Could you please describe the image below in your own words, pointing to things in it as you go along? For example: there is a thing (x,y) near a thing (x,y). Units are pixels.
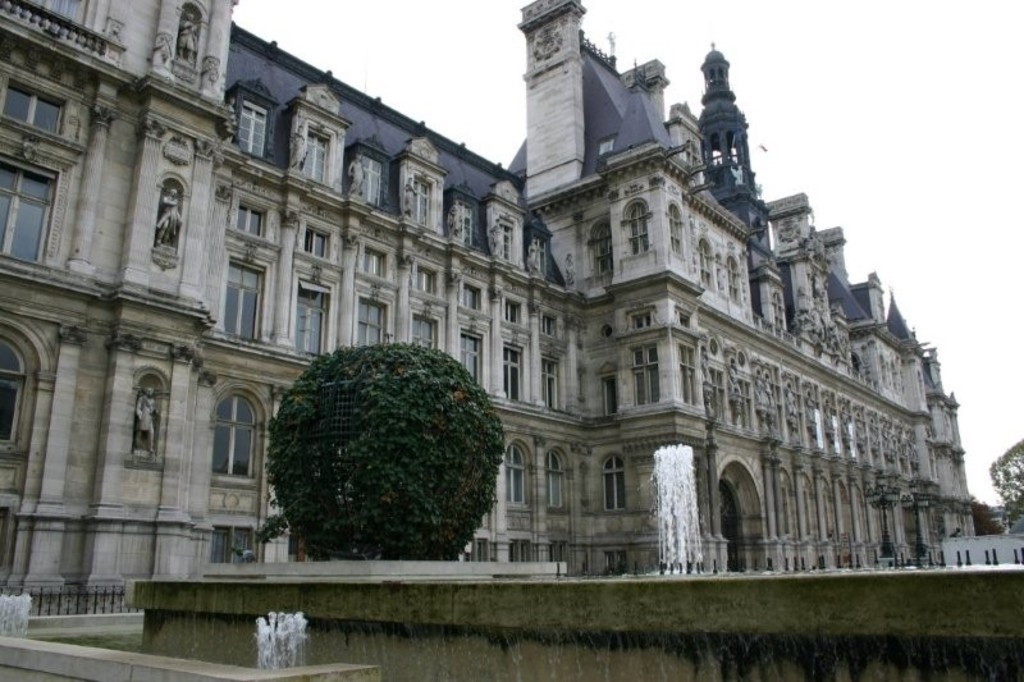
In the background of the image (136,190) there is a building (604,170) there is a water fountain (602,579). There is a plant (354,425). At the top of the image (479,49) there is sky (801,48).
